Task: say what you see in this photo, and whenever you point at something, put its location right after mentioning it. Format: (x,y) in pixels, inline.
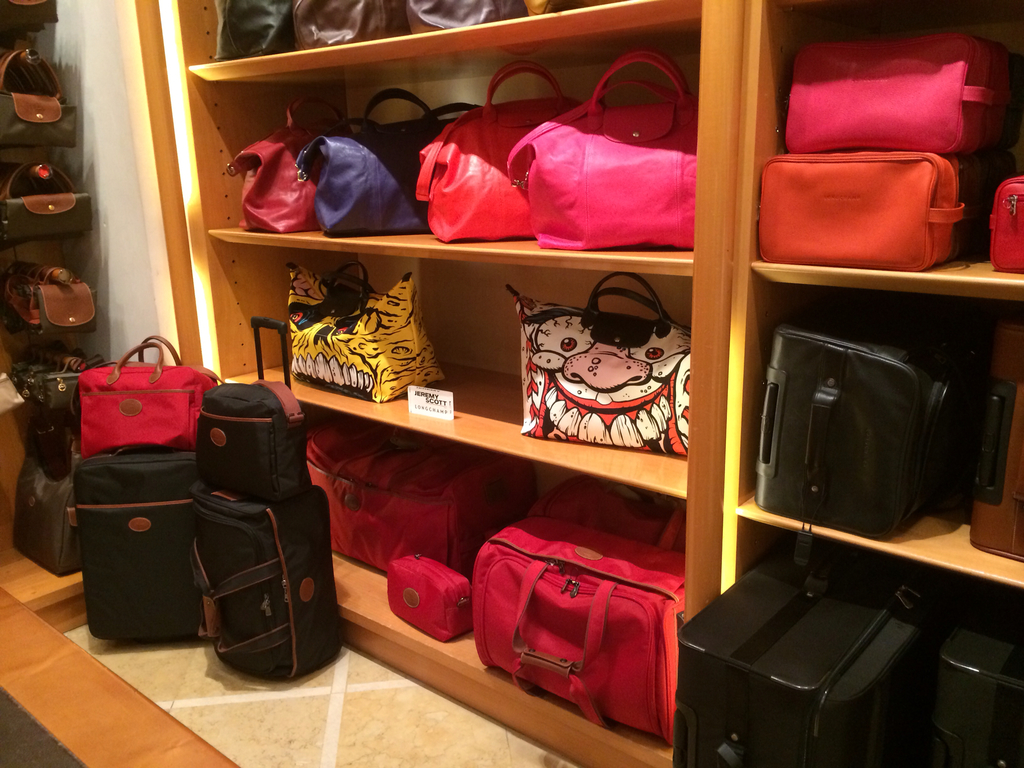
In this image, we can see shelves (748,513) filled with bags (669,338).
